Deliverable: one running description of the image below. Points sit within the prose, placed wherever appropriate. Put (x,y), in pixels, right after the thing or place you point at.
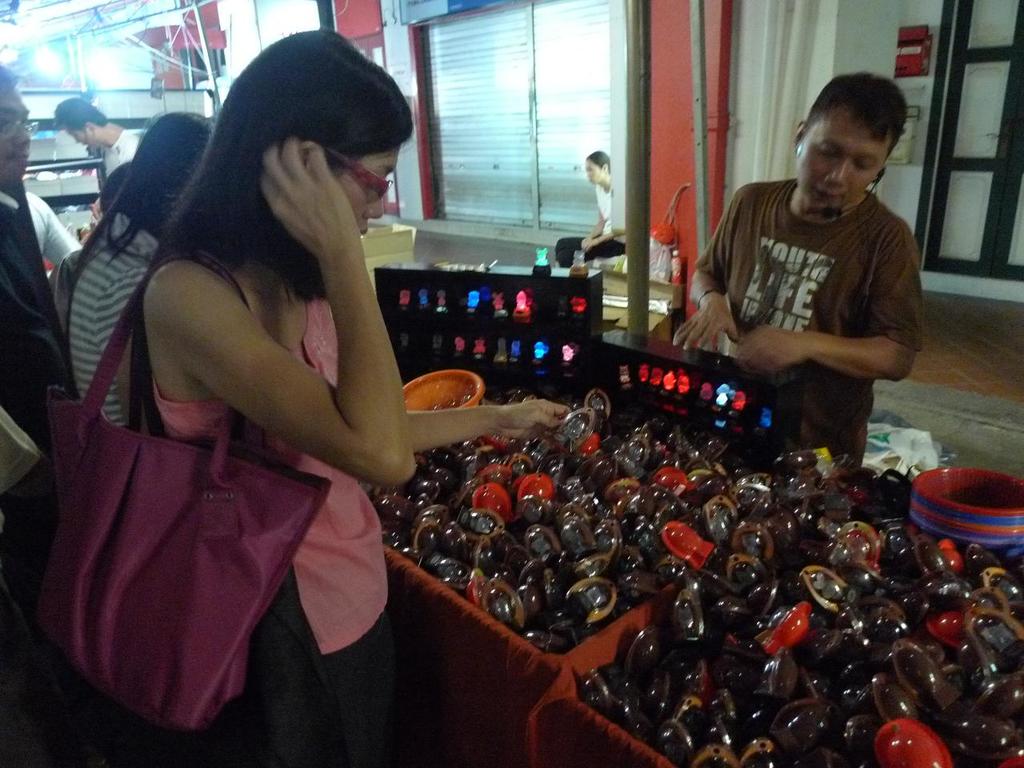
In this picture we can see a group of people (388,380) standing and a woman (263,190) wore a spectacle (374,187) and carrying a bag (97,592) and in front of her we can see baskets (1014,514) and some objects (529,308) and in the background (608,205) we can see a person (608,205) sitting, curtains (758,100), shutters (537,64), rods (207,67), boxes (902,56) and some objects (919,33).
